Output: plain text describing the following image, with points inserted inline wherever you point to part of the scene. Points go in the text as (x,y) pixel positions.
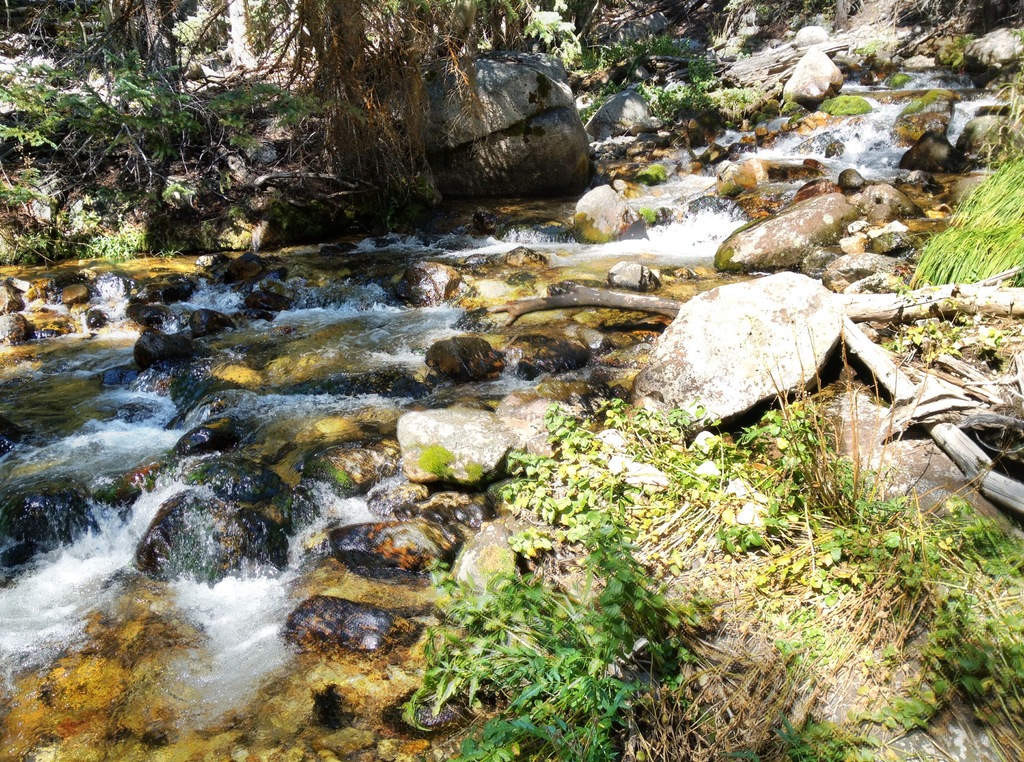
In this image I can see the water (259,379), few stones (334,551). In the background (376,23) I can see few trees (317,18) in green color.
